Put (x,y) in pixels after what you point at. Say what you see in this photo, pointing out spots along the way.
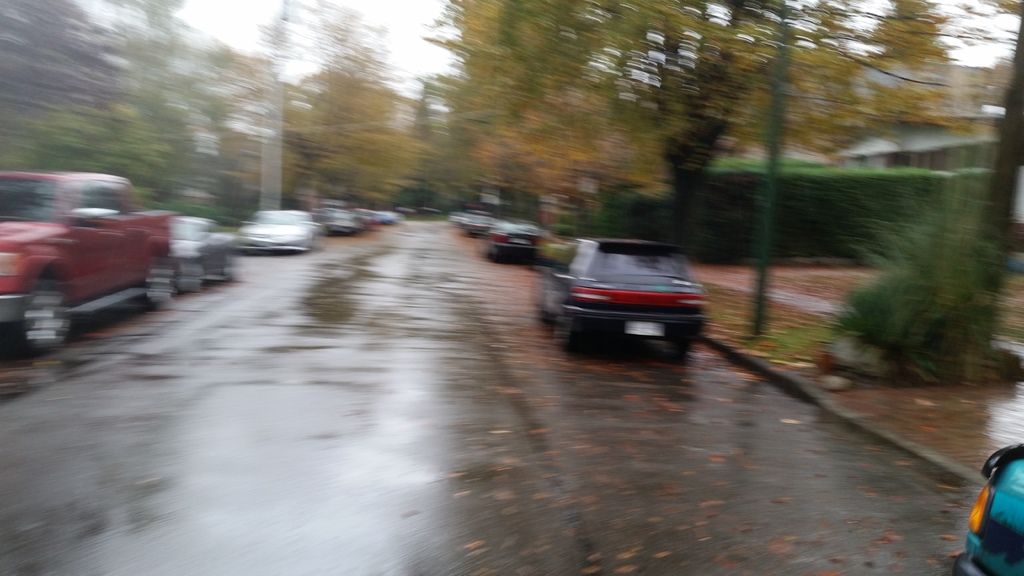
Here we can see a shaky picture which has a wet road (333,323) with vehicles (616,302) on both sides and plants (737,224) and trees (290,129) on both the sides of the road (424,322).
